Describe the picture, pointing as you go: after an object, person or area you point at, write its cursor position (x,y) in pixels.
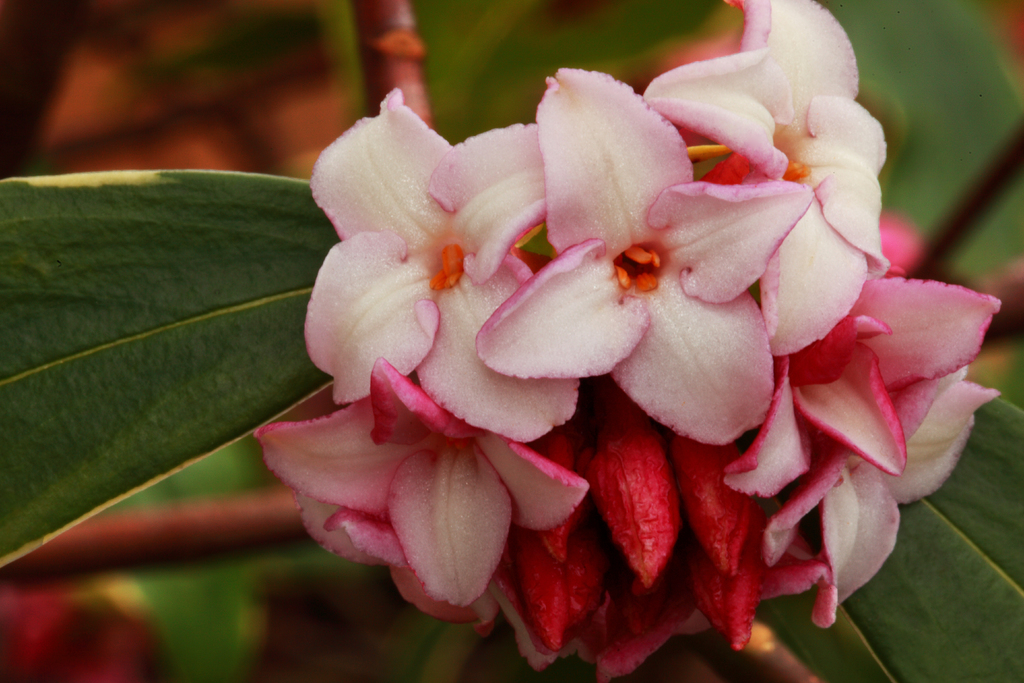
As we can see in the image there are white and pink color flowers (634,295). The background (190,95) is blurred.
